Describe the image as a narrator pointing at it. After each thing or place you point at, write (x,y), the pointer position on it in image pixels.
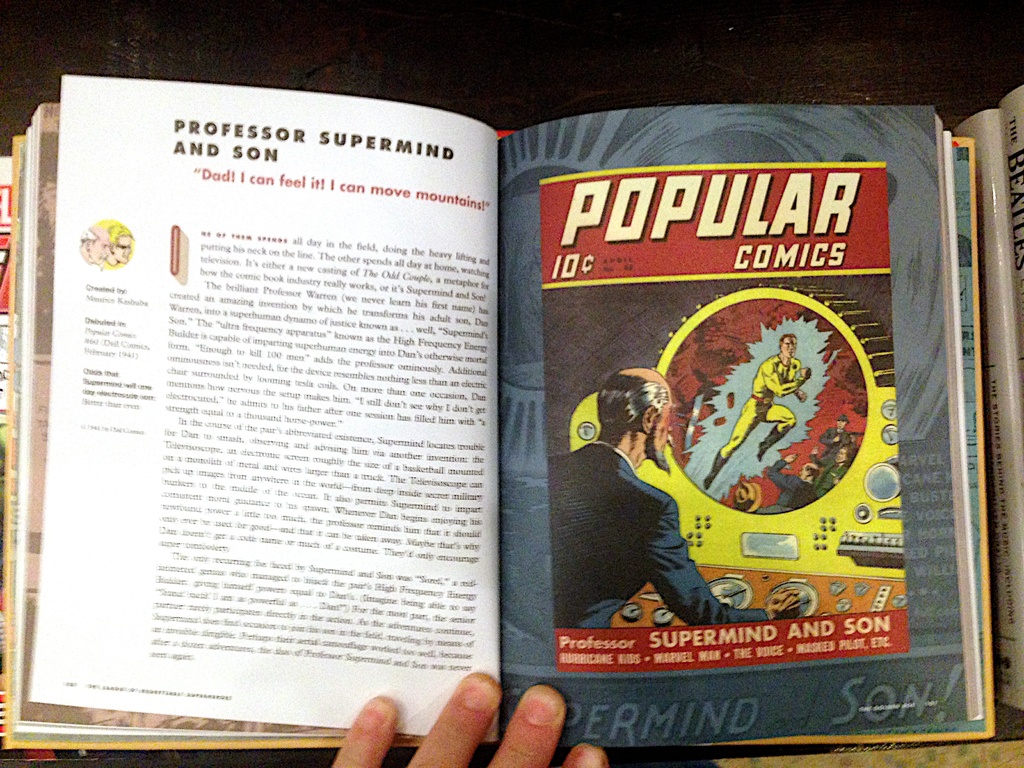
In this image, we can see a book (428,274) contains depictions of persons (630,533) and some text (357,325). There are fingers (478,695) at the bottom of the image (488,693).
